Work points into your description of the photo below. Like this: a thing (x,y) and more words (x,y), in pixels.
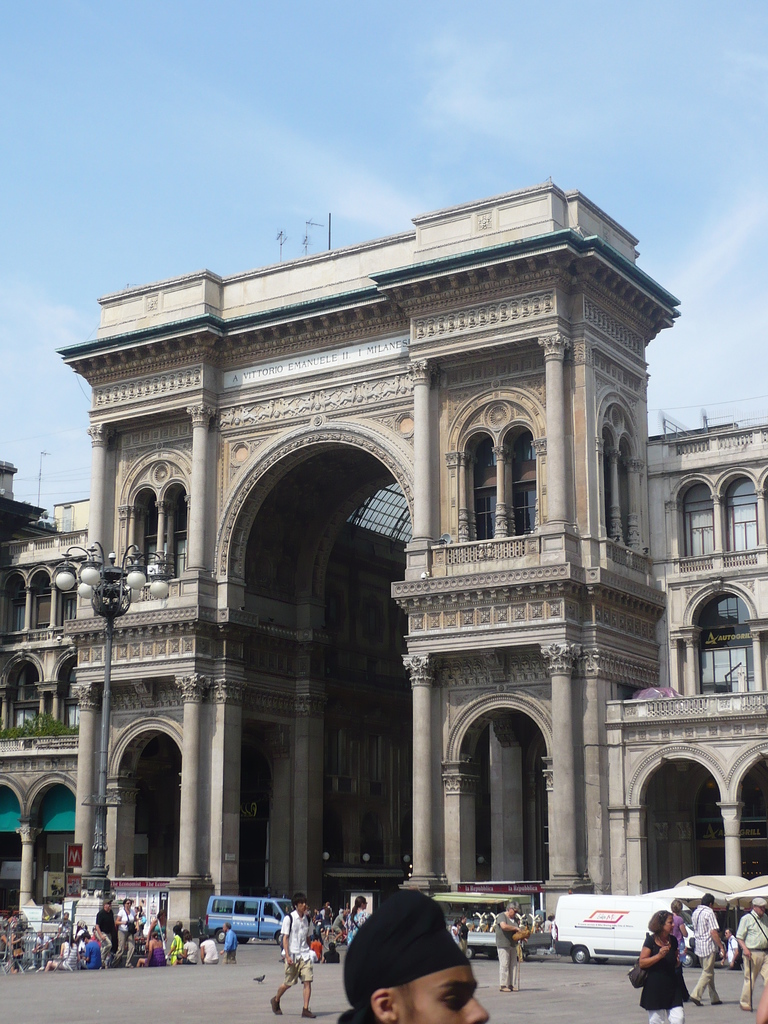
In the picture we can see a gateway (399,785) of the palace (482,328) with a arch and pillars (450,788) to it and near it we can see some people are walking and some are sitting on the path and in the background (713,71) we can see the sky (378,226).
